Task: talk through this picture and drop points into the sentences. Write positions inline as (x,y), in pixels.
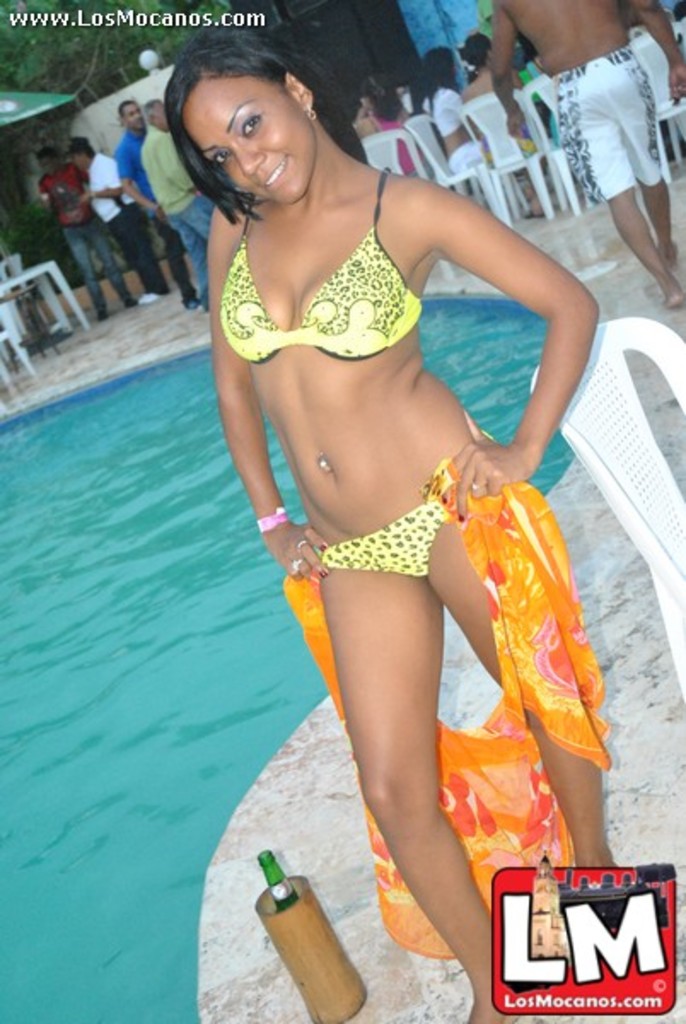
Here we can see a woman (217,126) standing on the ground (170,313) and she is smiling, and at side there is swimming pool (4,531), and a wine bottle (274,875) on the ground (290,855), and at back (444,105) some are sitting on the chair (474,117) and some are standing, and here are trees (137,35).
